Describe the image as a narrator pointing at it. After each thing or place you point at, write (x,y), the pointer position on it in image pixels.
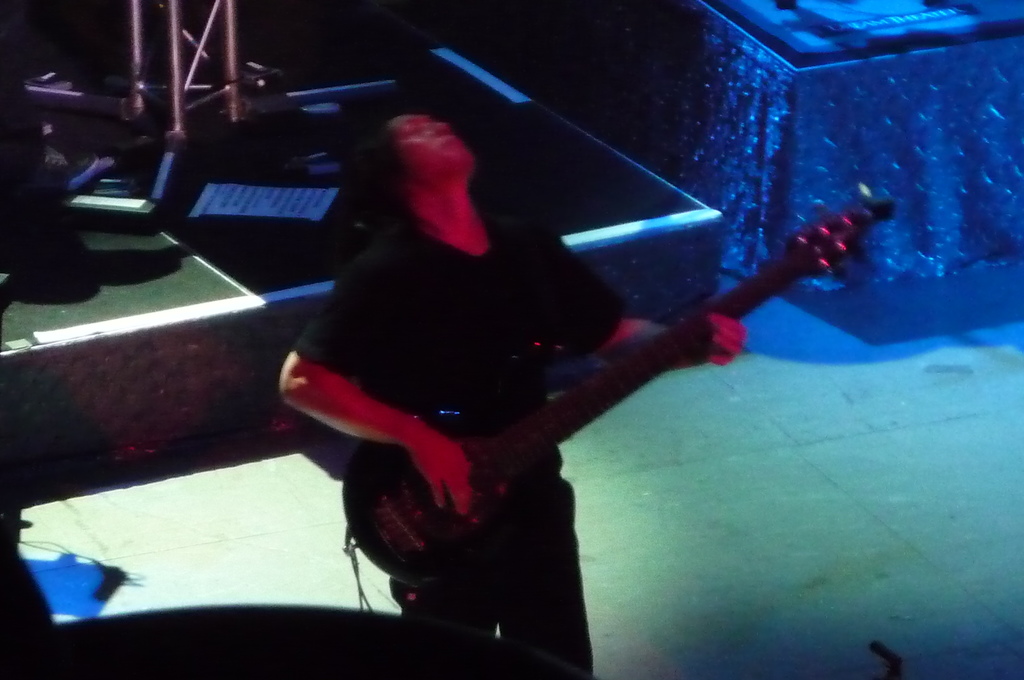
A person (422,318) wearing a black dress (442,375) is holding a guitar (498,435) and playing. Behind it there is a stage (116,299) and some stands (176,54) are kept over there.
